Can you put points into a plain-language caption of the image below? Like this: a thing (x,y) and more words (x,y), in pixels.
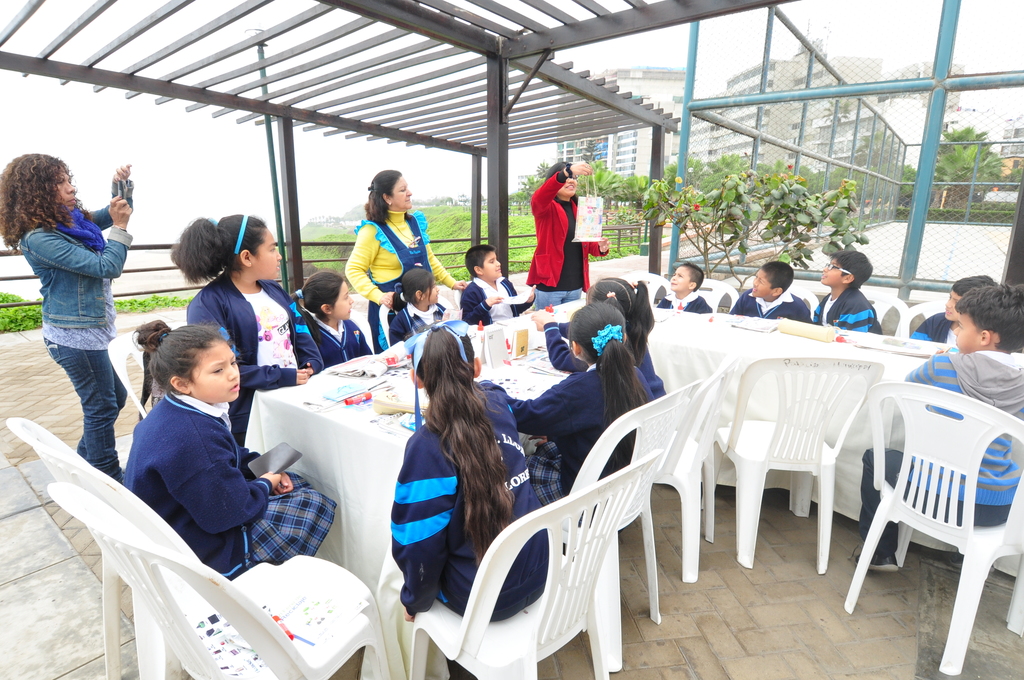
In this image i can see number of children (242,380) sitting on chairs (893,389) around the table (682,346), On the table (511,337) i can see few stationery objects (488,354). I can see 3 women (91,309) standing and the women (113,219) on the left corner (89,214) is holding the camera (128,181). In the background (162,209) i can see the sky (207,119), few trees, few buildings (601,130) and the fence (823,93).
